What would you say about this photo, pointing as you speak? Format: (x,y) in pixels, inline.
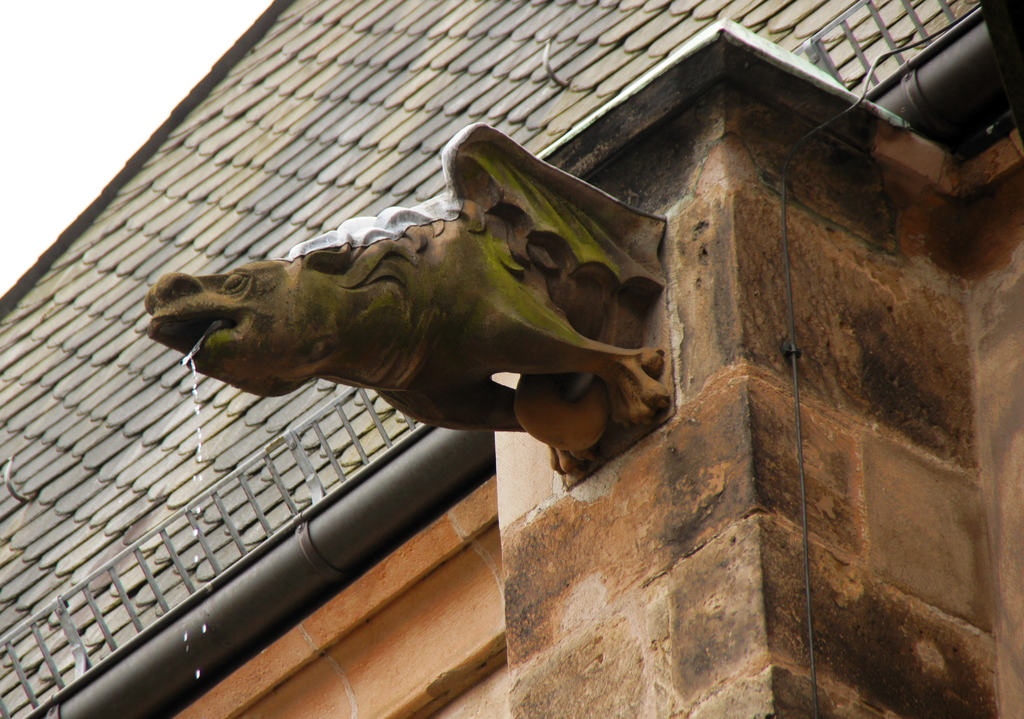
In this image I can see a part of a building (659,556). In the middle of the image (426,352) there is a sculpture of an animal (325,308) which is attached to the pillar (684,431) and there is a metal rod (251,594). At the top (408,88), I can see the roof (375,88). In the top left-hand corner (91,79), I can see the sky (75,101).
